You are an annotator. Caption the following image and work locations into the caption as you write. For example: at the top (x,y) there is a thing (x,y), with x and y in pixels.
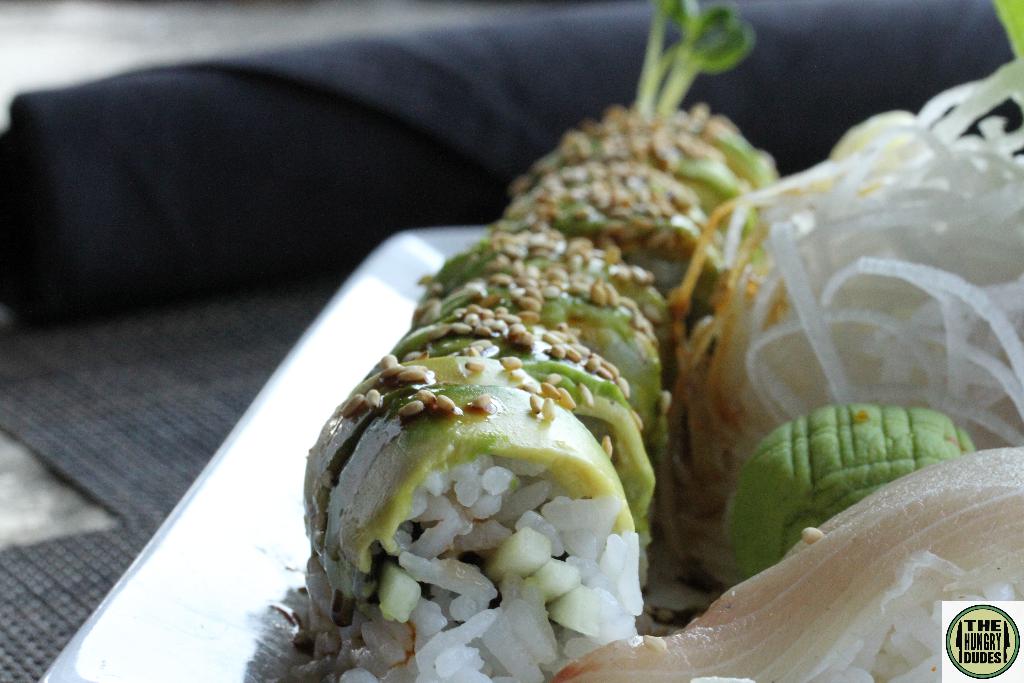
In this picture we can see food items (634,461) on a tray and this tray (346,388) is placed on a platform (162,374) and in the background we can see an object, in the bottom right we can see some text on it.
